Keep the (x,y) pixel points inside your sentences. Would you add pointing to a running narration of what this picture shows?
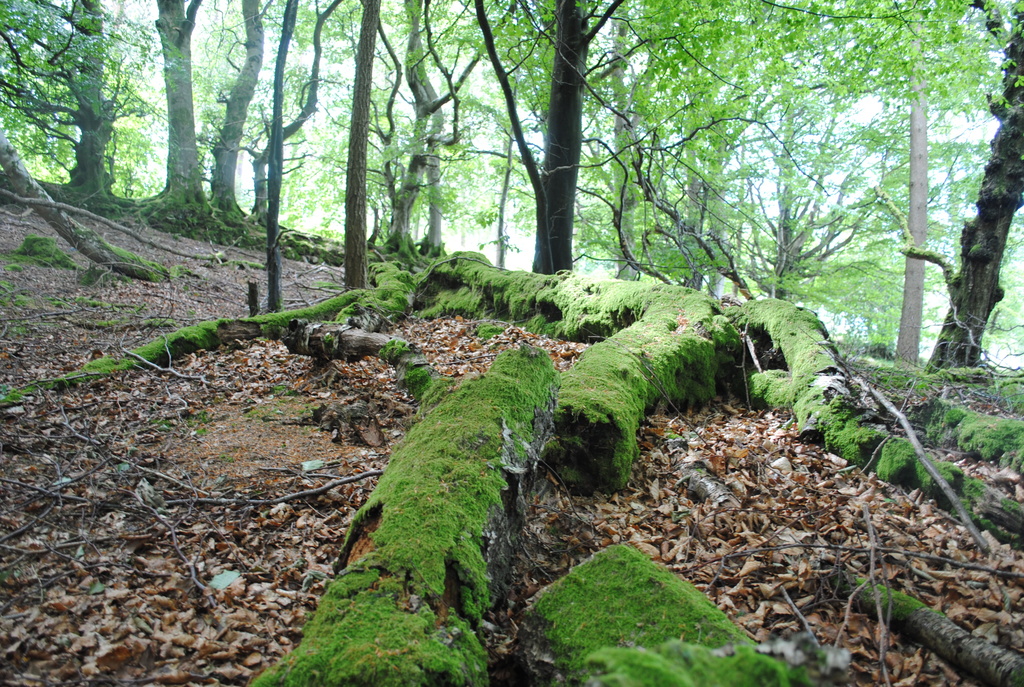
In this image there are many trees (897,303). There is sand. There are dried leaves (672,542). There are branches (691,383) covered with grass (448,491). There is a sky (473,218).
